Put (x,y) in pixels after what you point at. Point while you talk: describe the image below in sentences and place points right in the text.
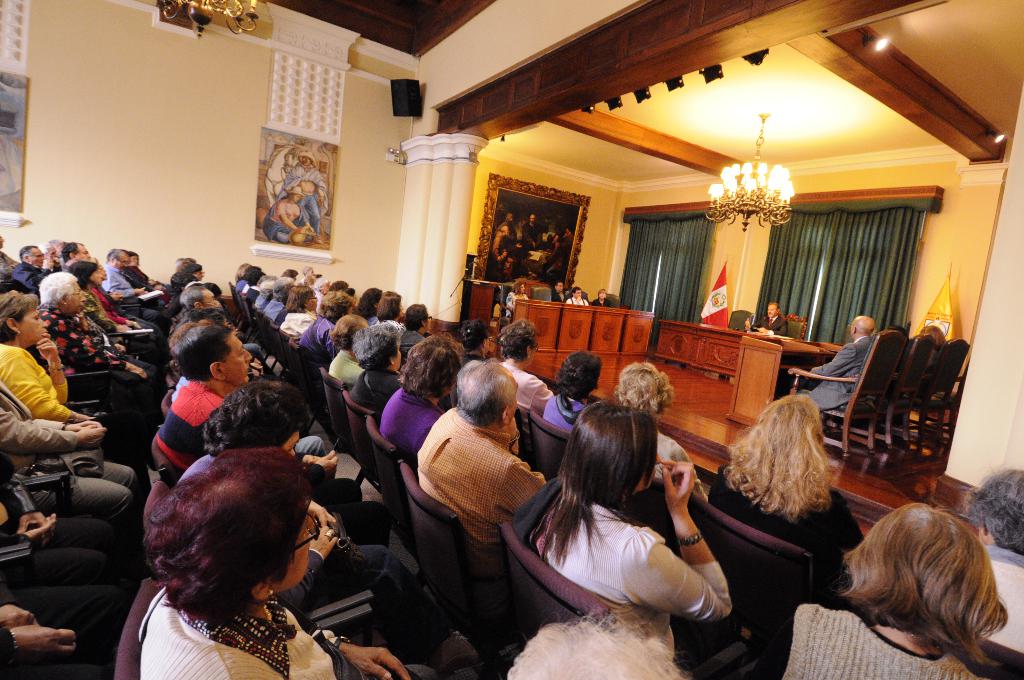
In the foreground of the picture (307,426) there are people (453,409) sitting in chairs (766,545). In the background (598,330) there are tables (722,340), chairs (876,370), flags (715,291), people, frames (520,238), lights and a chandelier (744,213). At the top (299,198) towards left (302,191) there are frames (308,173), speaker (404,94) and chandelier (199,20).
